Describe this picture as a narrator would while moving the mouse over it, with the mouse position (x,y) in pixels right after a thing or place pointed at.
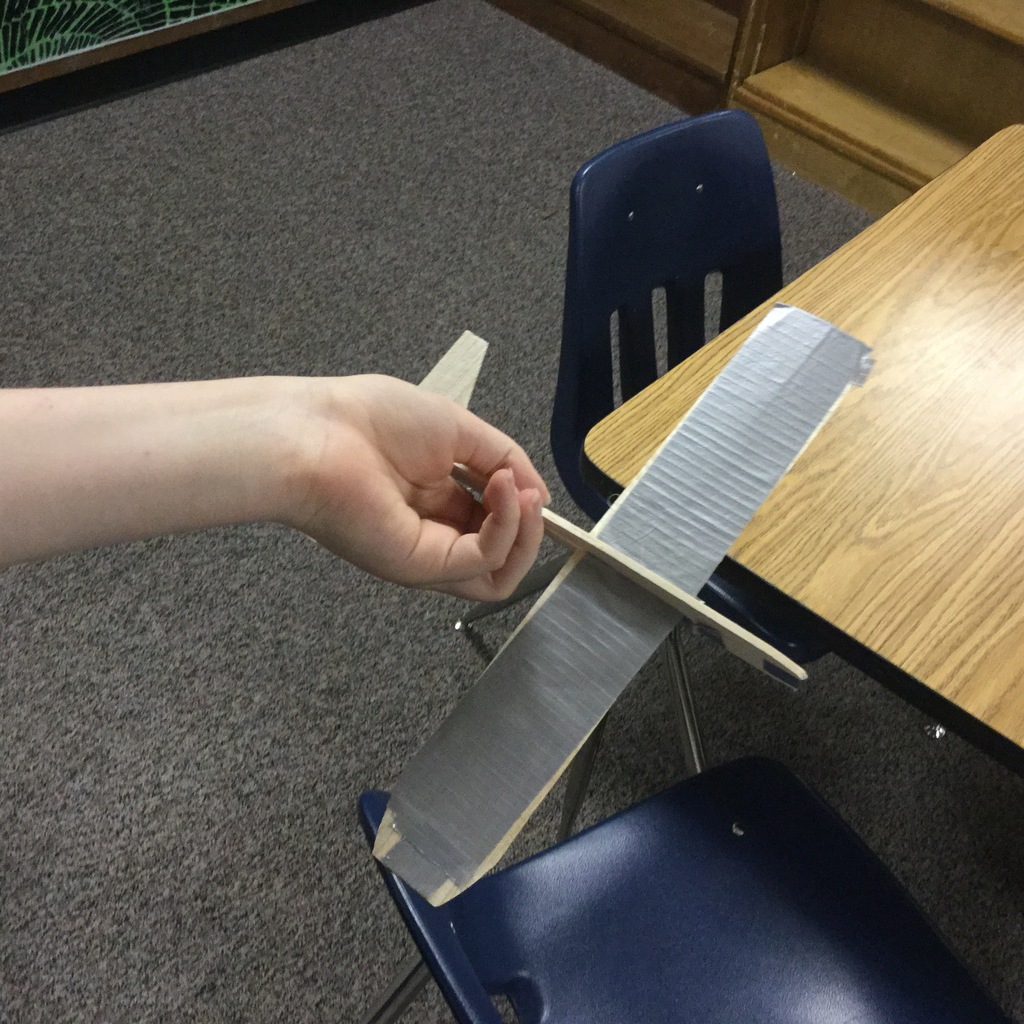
In this image a person's hand (297,480) is visible. He is holding an object (730,540). There are chairs (705,970) on the floor (344,702). Before it there is a table (968,574). Right top there is a rack (861,145).
